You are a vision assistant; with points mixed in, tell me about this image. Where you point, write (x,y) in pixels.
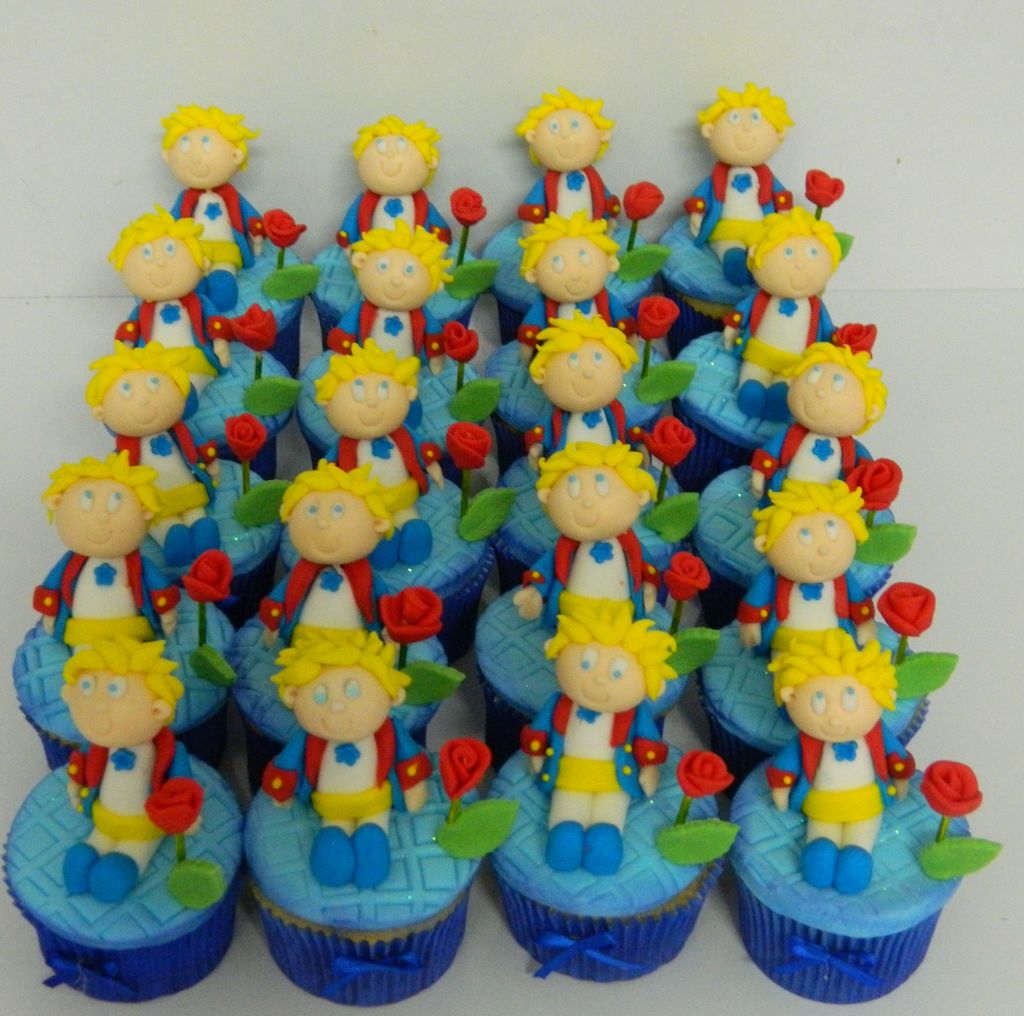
In this picture I can observe some cupcakes (298,538). These cupcakes (310,629) are in blue and red colors. These are placed on the white color surface (47,399). In the background (221,42) I can observe a wall (672,42).
